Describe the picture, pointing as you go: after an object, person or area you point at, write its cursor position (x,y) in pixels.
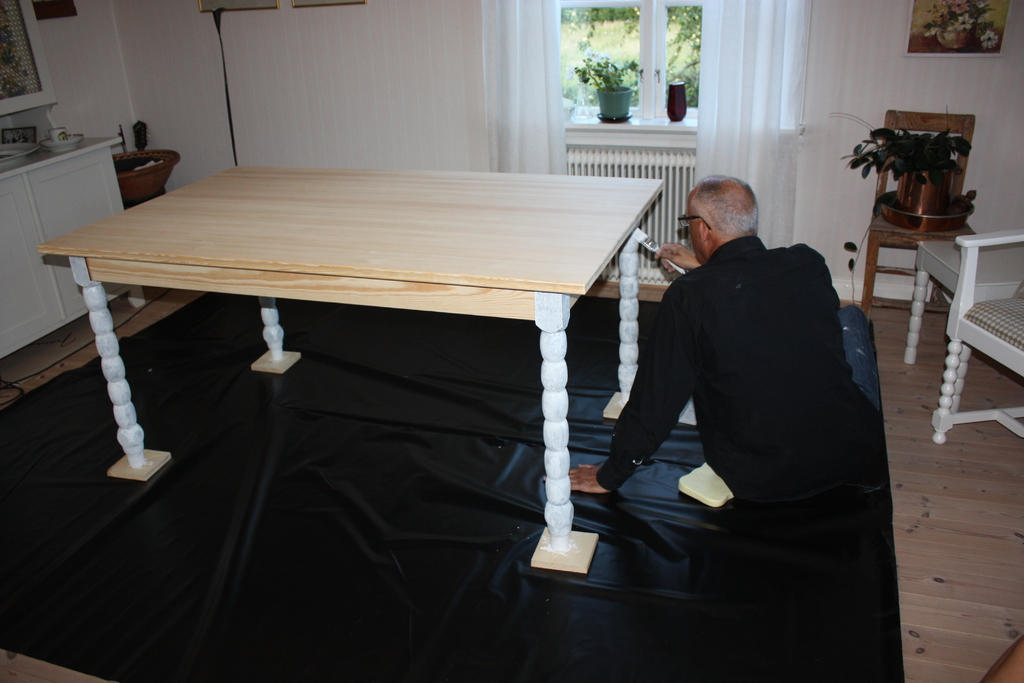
In this Image I see a man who is sitting on the floor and he is holding something and there is a table (629,212) in front of him and I can also see 2 chairs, and stool (921,248) and there is plant (878,151) on this chair (962,122). In the background (995,116) I see the wall (120,15) on which there are few photo frames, another plant (618,112) near to the window (676,79), curtains (530,30) and the cabinets (16,171) over here.
